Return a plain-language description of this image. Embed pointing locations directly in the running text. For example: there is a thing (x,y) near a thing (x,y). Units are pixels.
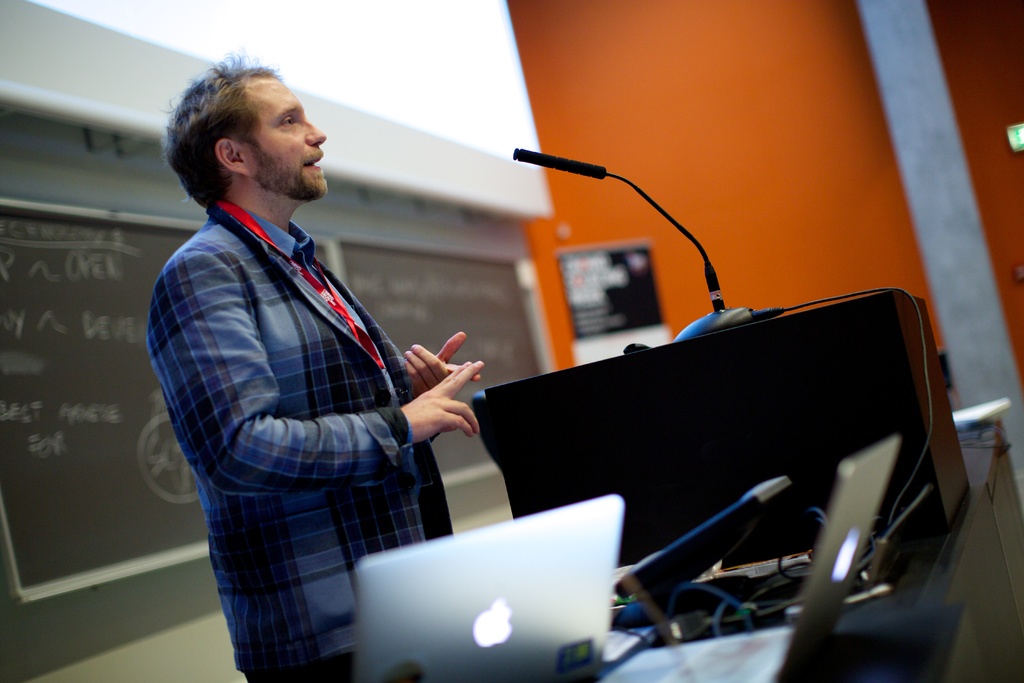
In this image we can see a man (240,127) wearing the tag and standing. We can also see the mike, black color box (762,415), laptops (486,609), wires (743,593) on the table (969,678). In the background (966,401) we can see the banner (613,307), wall (657,242) and also the board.
